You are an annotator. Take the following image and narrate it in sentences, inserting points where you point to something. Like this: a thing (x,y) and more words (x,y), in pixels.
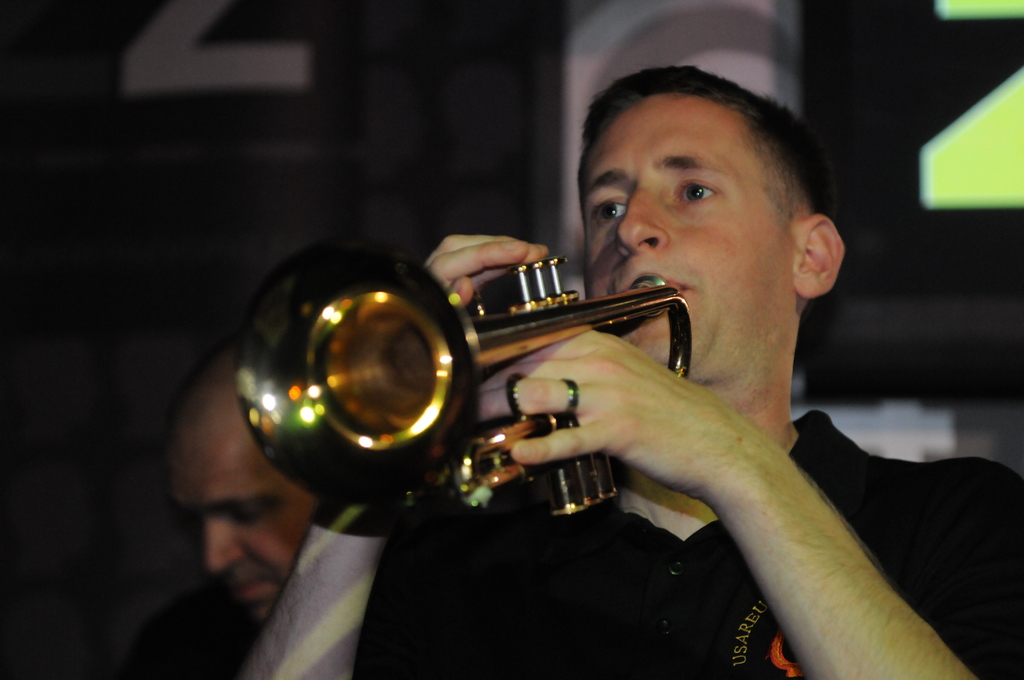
As we can see in the image in the front (537,479) there are two people (684,272). The man (692,287) over here is wearing black color t shirt (669,642) and holding musical instrument (436,342). In the background (542,101) there is a building (523,49).
